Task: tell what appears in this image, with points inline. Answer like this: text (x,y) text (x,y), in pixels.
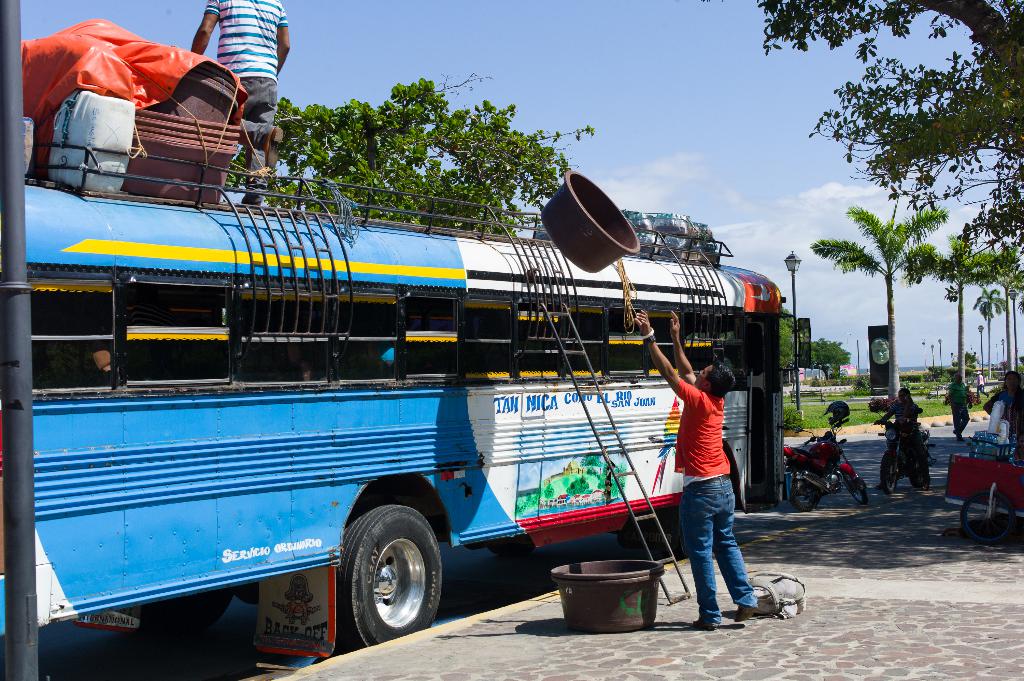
In this image there is a bus (426,450) in the middle of this image (564,440) and there are some trees (446,195) on the background (897,200). There are two bikes (808,474) and there are two persons (959,408) standing on the right side of this image (959,423). There are some tubs (215,119) and a person (253,111) standing on the top left corner of this image (231,124). There is a tub (618,592) kept on the ground (656,640) in the bottom of this image (587,617). There is a sky (616,89) on the top of this image (716,127).
